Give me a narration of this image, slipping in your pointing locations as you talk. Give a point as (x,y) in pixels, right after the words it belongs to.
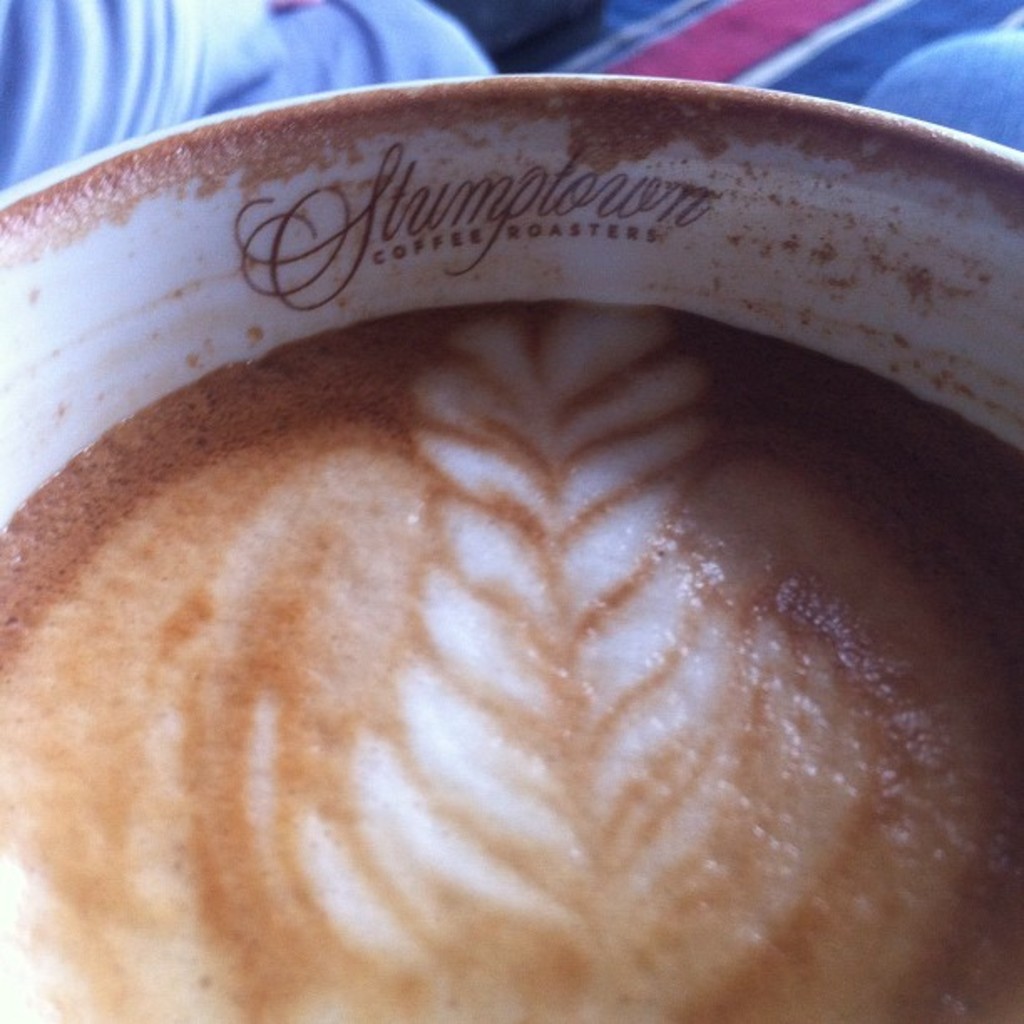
In this picture we can see coffee (737,523).
